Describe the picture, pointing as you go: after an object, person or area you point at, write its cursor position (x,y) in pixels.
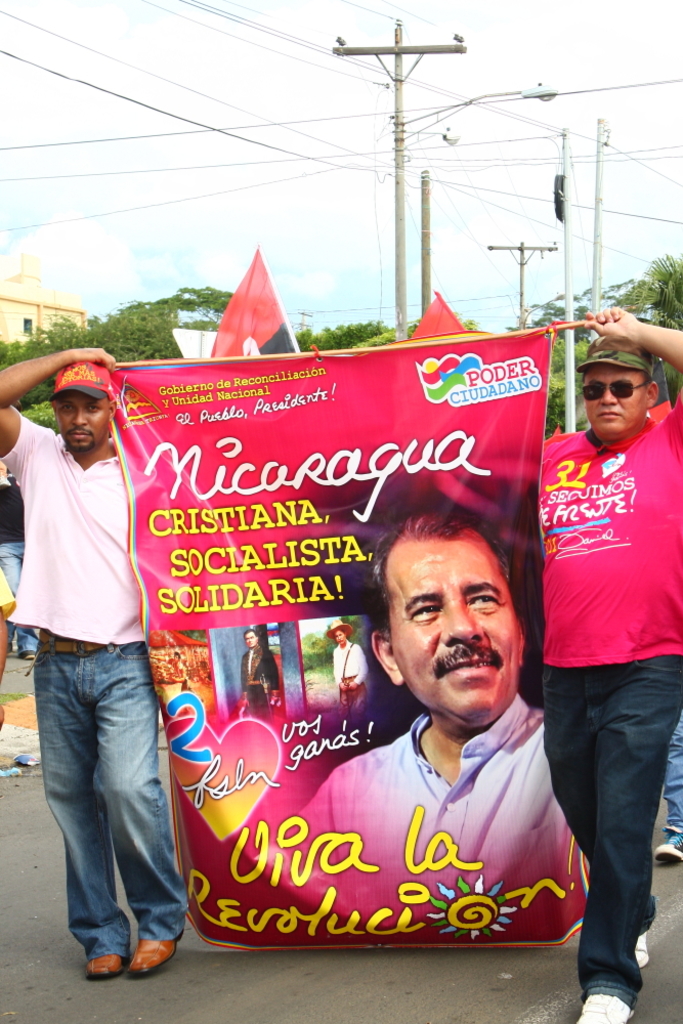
In this image we can see two men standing on the road (395,1001) holding a banner (332,357) containing the pictures (478,839) and some text (355,550) on it. On the backside (577,338) we can see the flags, a group of trees (44,341), a building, some street poles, the utility poles (405,271) with wires (537,197) and the sky (243,239) which looks cloudy.
